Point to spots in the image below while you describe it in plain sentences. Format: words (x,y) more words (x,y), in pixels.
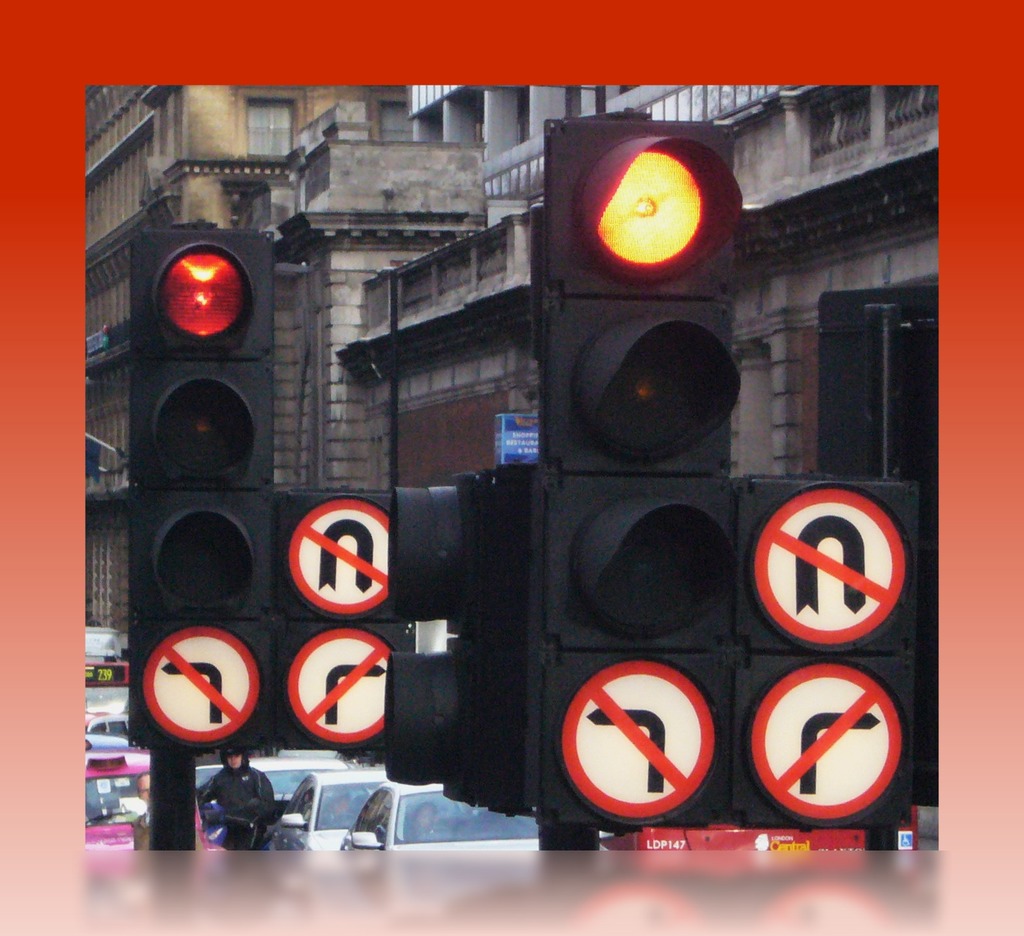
There are cars (326,806) at the bottom of this image (339,765). We can see traffic signals (226,577) in the middle of this image (576,611) and the buildings (426,380) in the background (340,228).
